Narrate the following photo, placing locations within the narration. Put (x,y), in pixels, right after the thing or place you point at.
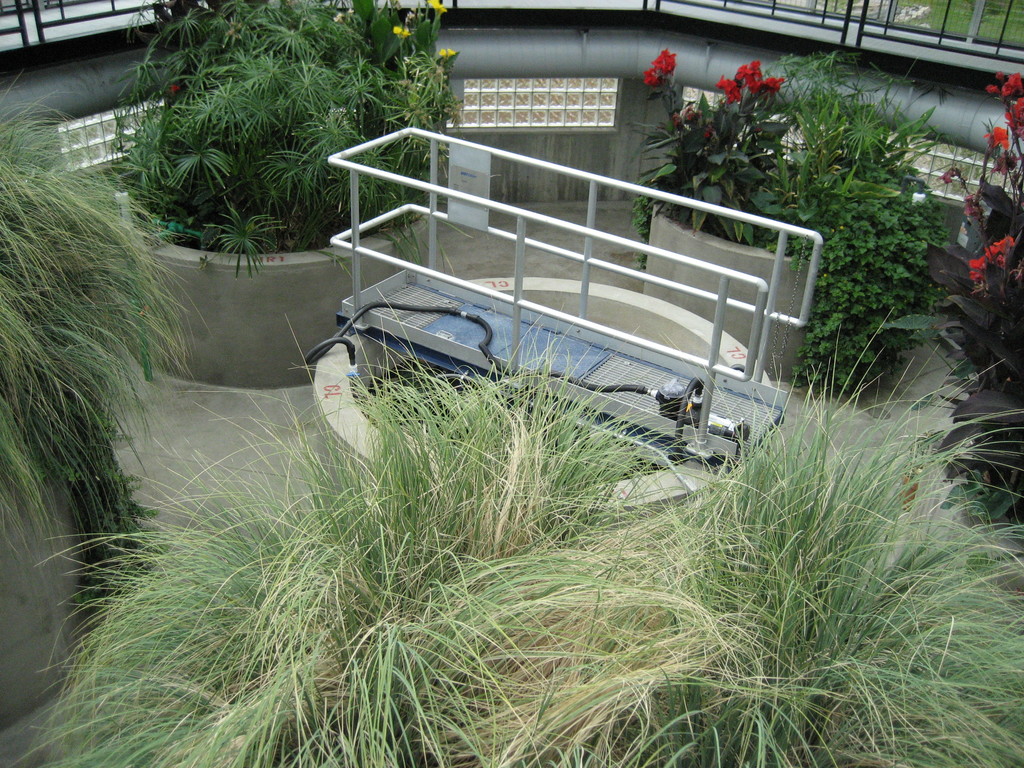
Here in this picture in the middle (515,290) we can see a hydraulic lift (493,367) present on the ground (333,434) over there and we can see plants (310,98) all around it and on the right side (770,124) we can see flower plants (756,103) also present over there and behind them we can see railing (898,35) present all over there.
